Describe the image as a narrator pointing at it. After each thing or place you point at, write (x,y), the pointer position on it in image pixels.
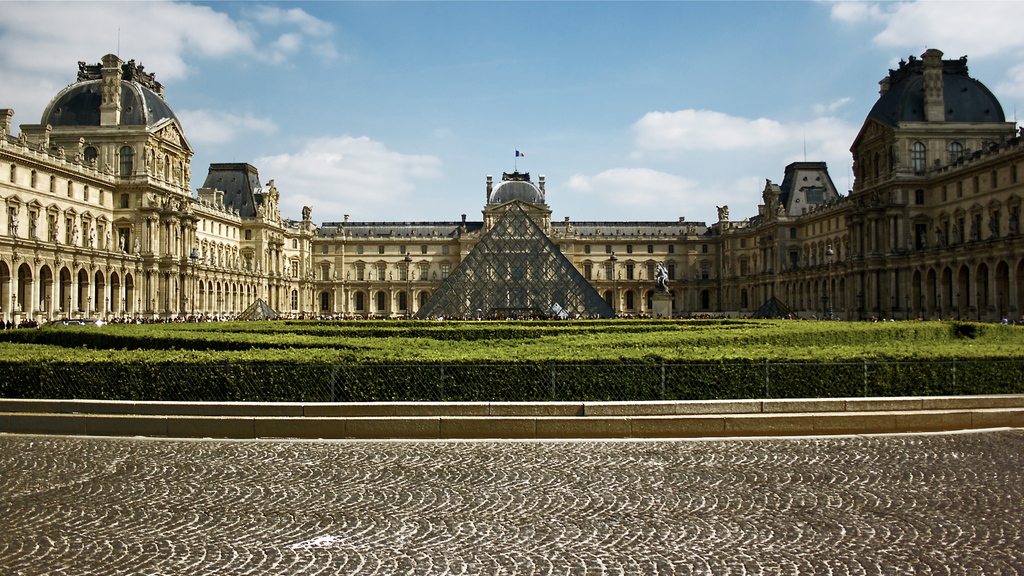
In this image we can see a building (686,252), in front of the building (676,289) we can see an object (509,274) and also we can see a statue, there are some plants (253,359), windows (356,271) and the fence (344,374), in the background (374,85) we can see the sky (374,85) with clouds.
